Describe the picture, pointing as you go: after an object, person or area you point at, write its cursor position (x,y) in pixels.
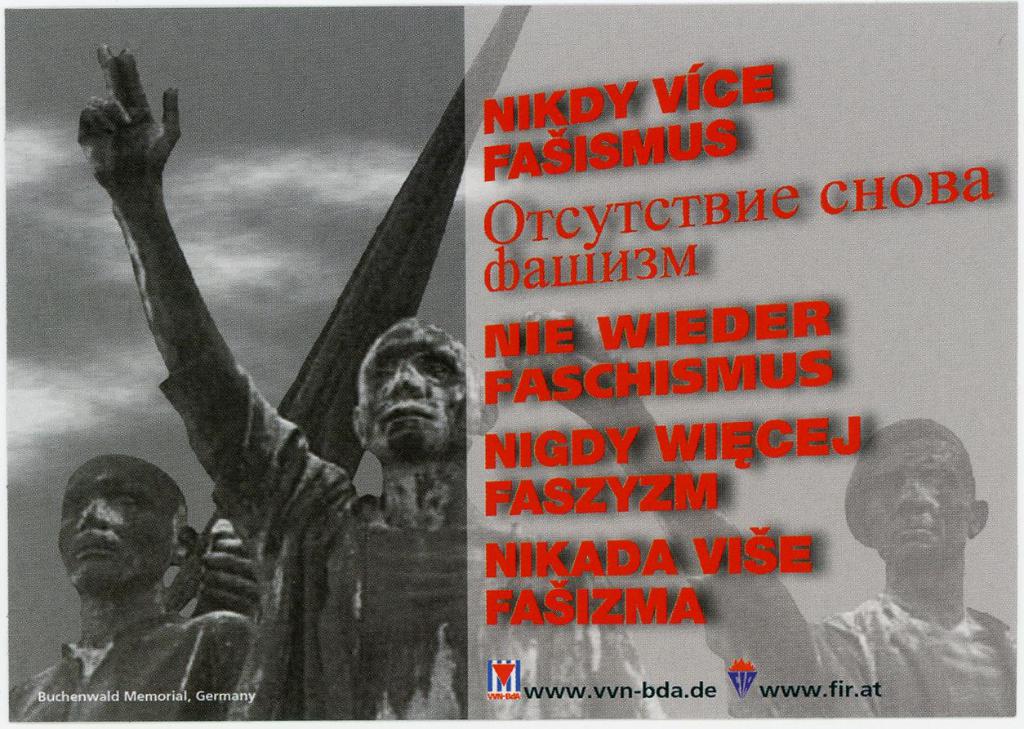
This is a poster. On the bottom left (43,697), there is a watermark (43,697). On the left side (247,717), there are two statues (247,717). On the right side (701,73), there are red color texts (500,114) and two watermarks (514,696) on a surface (600,284). In the background (636,439), there is a statue (951,446), there is a flag (459,153) and there are clouds (409,163) in the sky (160,51).
